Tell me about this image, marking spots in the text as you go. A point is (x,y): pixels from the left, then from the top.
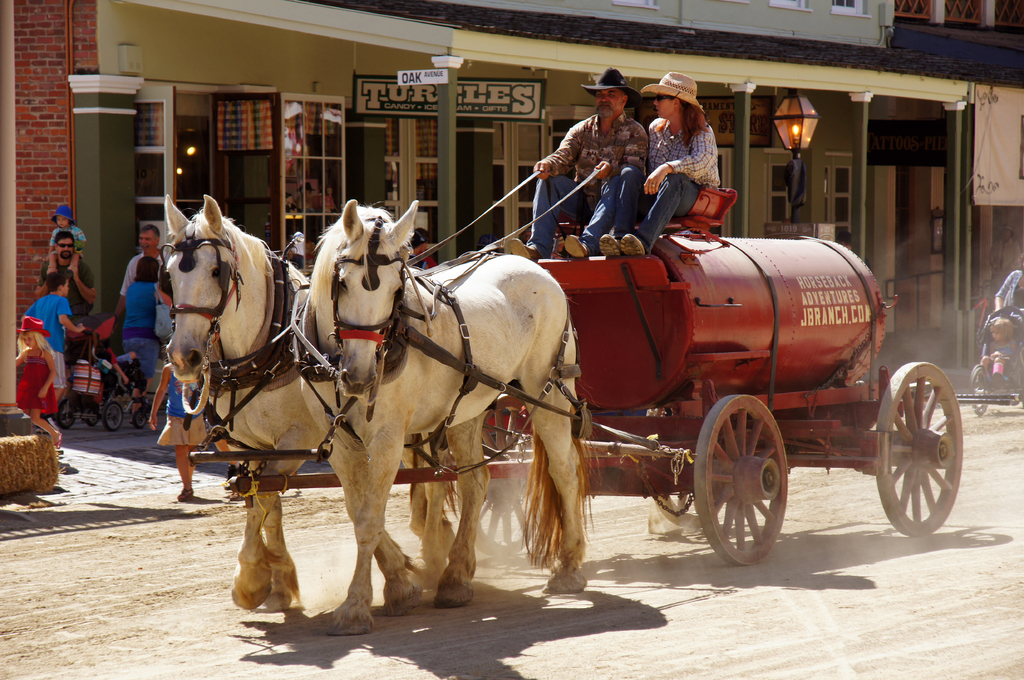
In this image we can see horse cart (604,324). On that there are two persons (628,163) sitting and they are wearing hats (623,76). In the back (642,70) there is a building (352,73) with pillars (481,140) and windows (423,144). And there are names (869,135). Also there is a lamp (817,118) with light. And we can see few people (154,344). And there is a boy (60,329) holding stroller (116,404).
